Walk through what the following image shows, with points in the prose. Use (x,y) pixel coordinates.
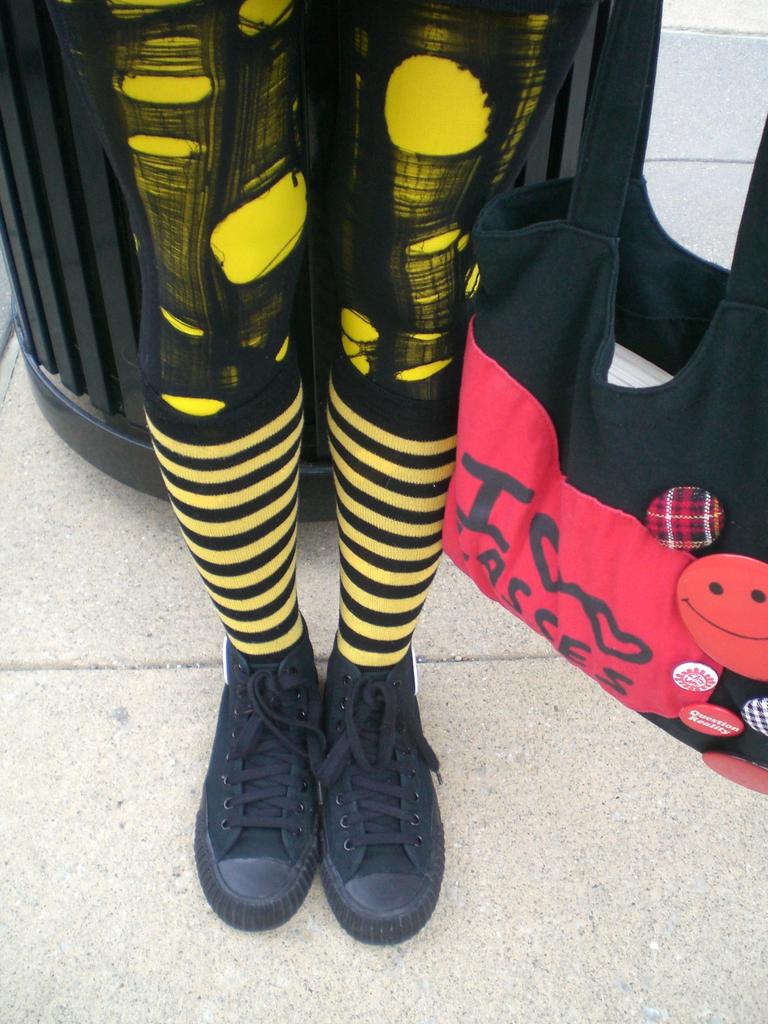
In this image, in the middle (380,583), we can see the legs (256,605) of a person (291,586) covered with shoes (232,746) and the person (395,836) are standing on the floor (436,979). On the right side (626,161), we can see a handbag (699,582). In the background (61,150), we can see a black color box (86,159).
